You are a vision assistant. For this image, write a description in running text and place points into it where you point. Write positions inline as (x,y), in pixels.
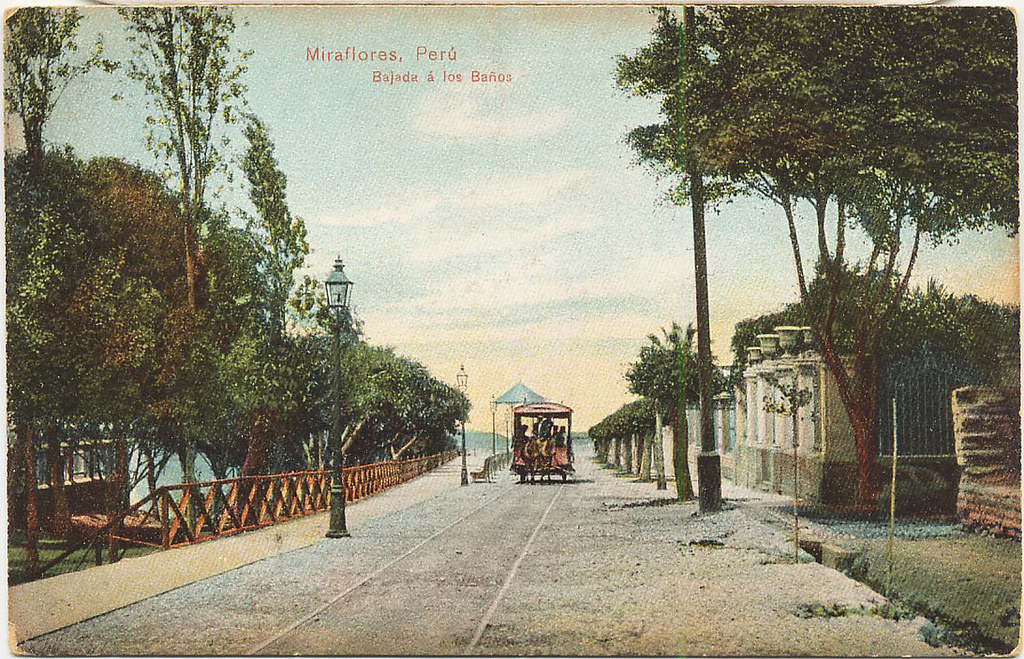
This is an edited picture. In this image there is a horse cart (549,433) and there are group of people (526,431) sitting in the cart (534,430) and there are trees (259,438) and street lights (465,434). On the left side of the image (101,477) there is a building (86,471). At the top (528,129) there is sky (477,171) and there are clouds (528,129) and there is text (454,61). At the bottom (564,496) there is a road (566,487) and there is grass (940,585).
